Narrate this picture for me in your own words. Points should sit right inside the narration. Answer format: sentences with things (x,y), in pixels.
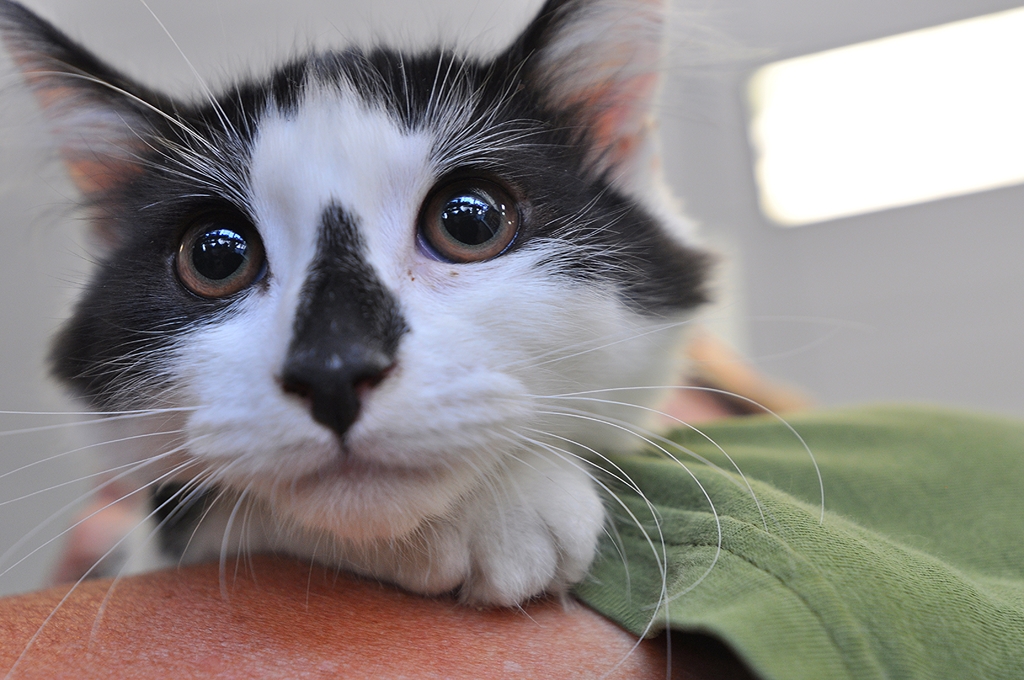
This image consists of a cat (422,429) in white and black color. At the bottom (416,659), it looks like a hand (486,656) of a person (738,623) wearing green T-shirt (774,636). In the background (113,37), there is a wall (957,308).
